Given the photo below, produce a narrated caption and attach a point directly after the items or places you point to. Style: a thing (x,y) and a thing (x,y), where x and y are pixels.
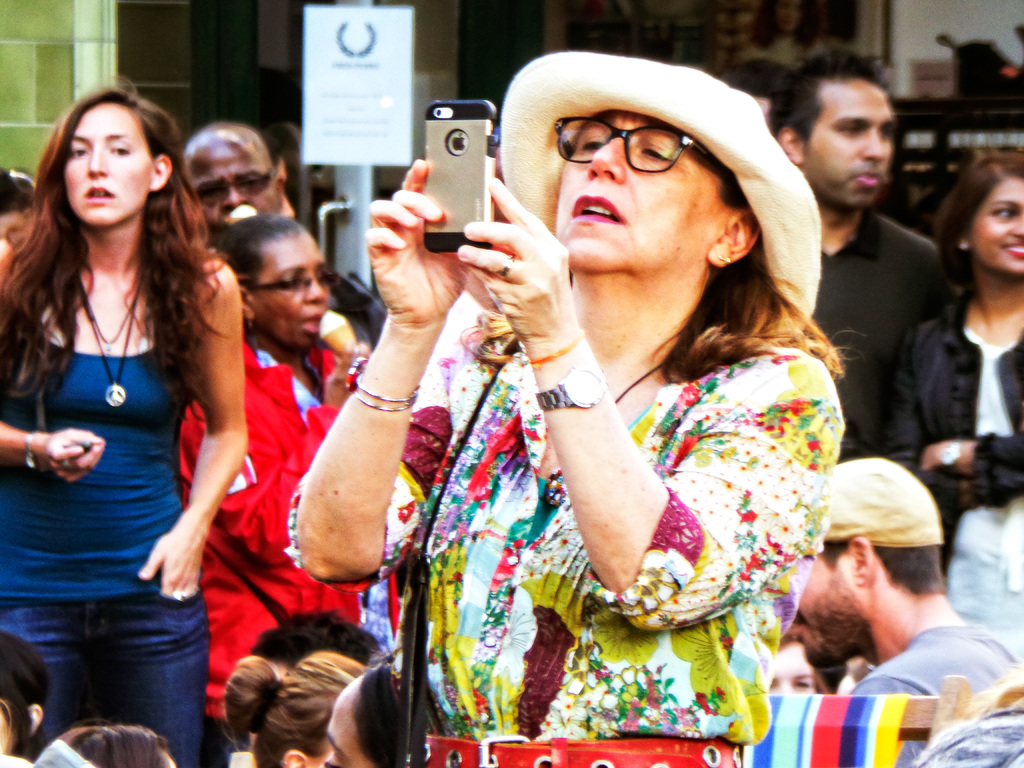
In the image there is a woman (701,513) in floral dress (651,438) and hat (658,95) holding a cellphone (429,192) and behind her there are many people (287,472) standing.
